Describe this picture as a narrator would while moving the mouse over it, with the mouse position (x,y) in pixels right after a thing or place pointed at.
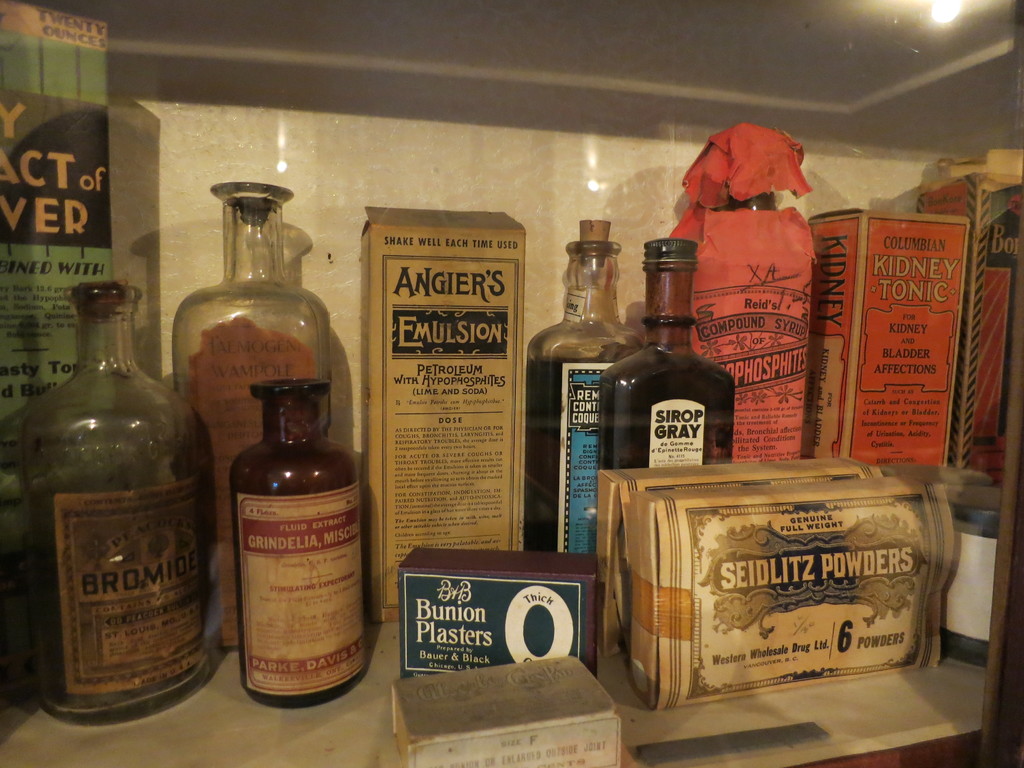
This is the picture of a shelf (183,210) in which there are some bottles (92,322) in different colors like white, orange, blue, golden and black color.
